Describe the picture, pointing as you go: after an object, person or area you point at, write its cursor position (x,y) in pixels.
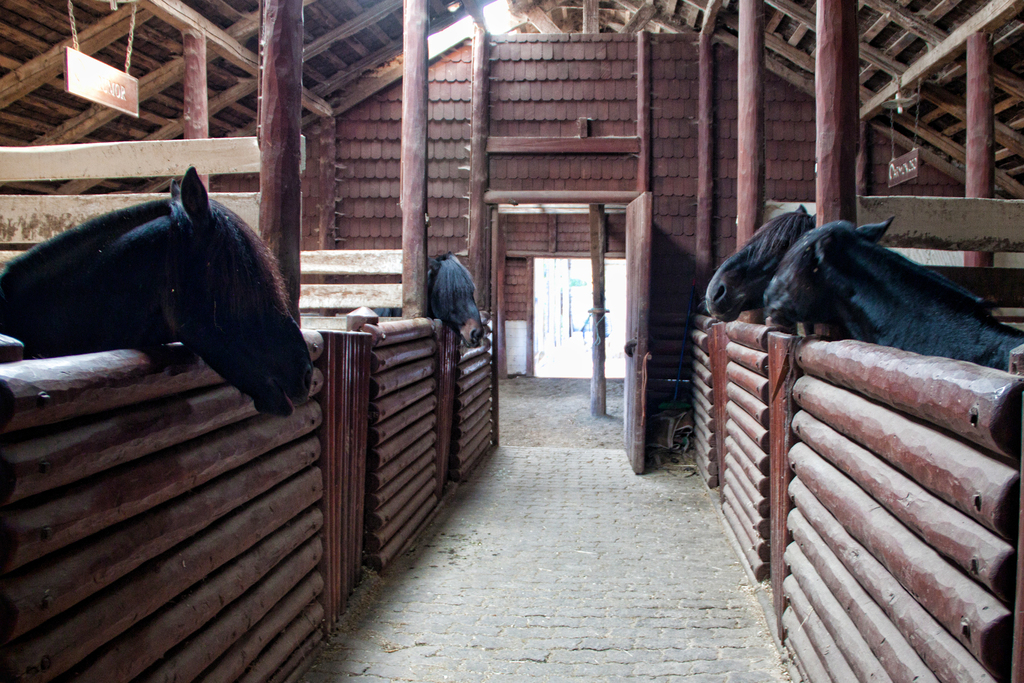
This picture is inside view of a shed (518,267). We can see horses (750,278) are there. On the right side of the image (907,159) a board (903,176) is there. At the top of the image (605,21) a roof (596,30) is present. At the bottom of the image (634,632) ground (629,645) is there.
